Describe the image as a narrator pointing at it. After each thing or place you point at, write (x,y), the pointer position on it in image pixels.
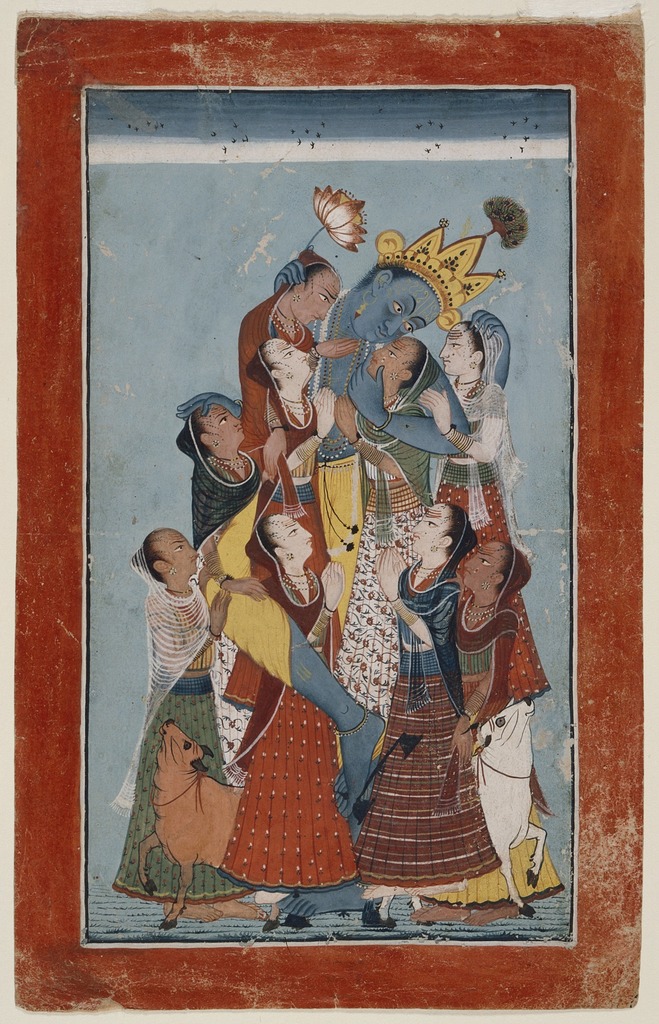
In this image I can see a photo frame (44,66) which has a painting (354,667) of many people (342,595). The person (421,443) in the center (410,416) is wearing a crown (444,255) and holding a lotus (335,219). There are 2 animals (202,765) at the bottom (503,844).
